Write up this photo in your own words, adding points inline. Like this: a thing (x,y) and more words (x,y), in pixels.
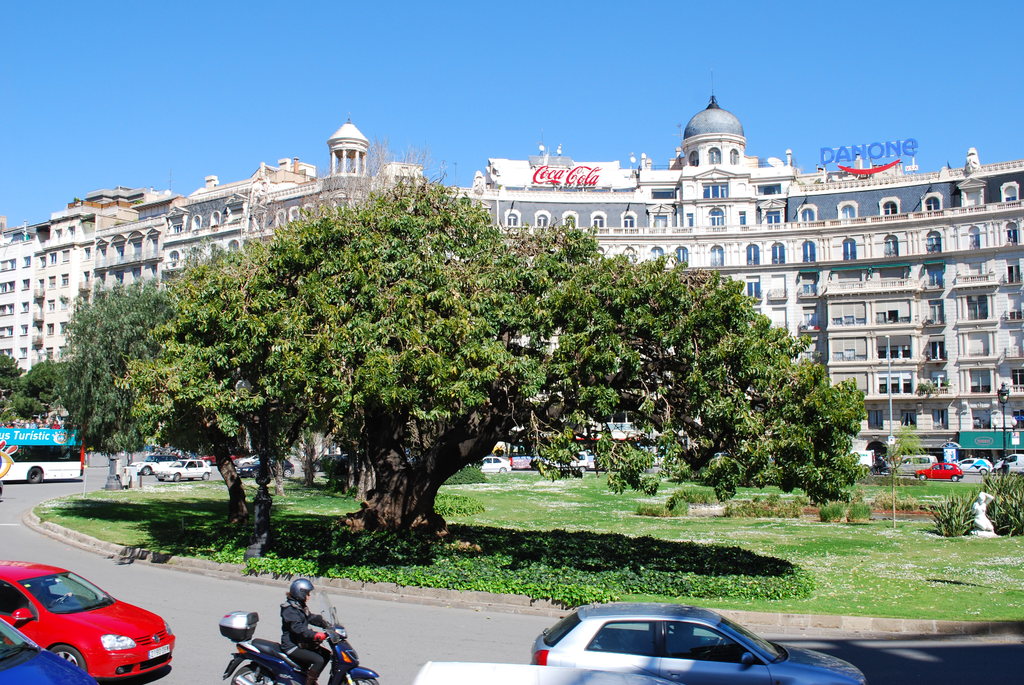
There is a road (91,555). On that there are many vehicle (624,673). In the back (230,517) there are trees (487,398), plants (561,544) and grass lawn (855,532). In the background (577,214) there is a building (883,282) with windows (778,262) and name boards (546,176) on that. Also there is sky (397,128) in the background (419,131).
